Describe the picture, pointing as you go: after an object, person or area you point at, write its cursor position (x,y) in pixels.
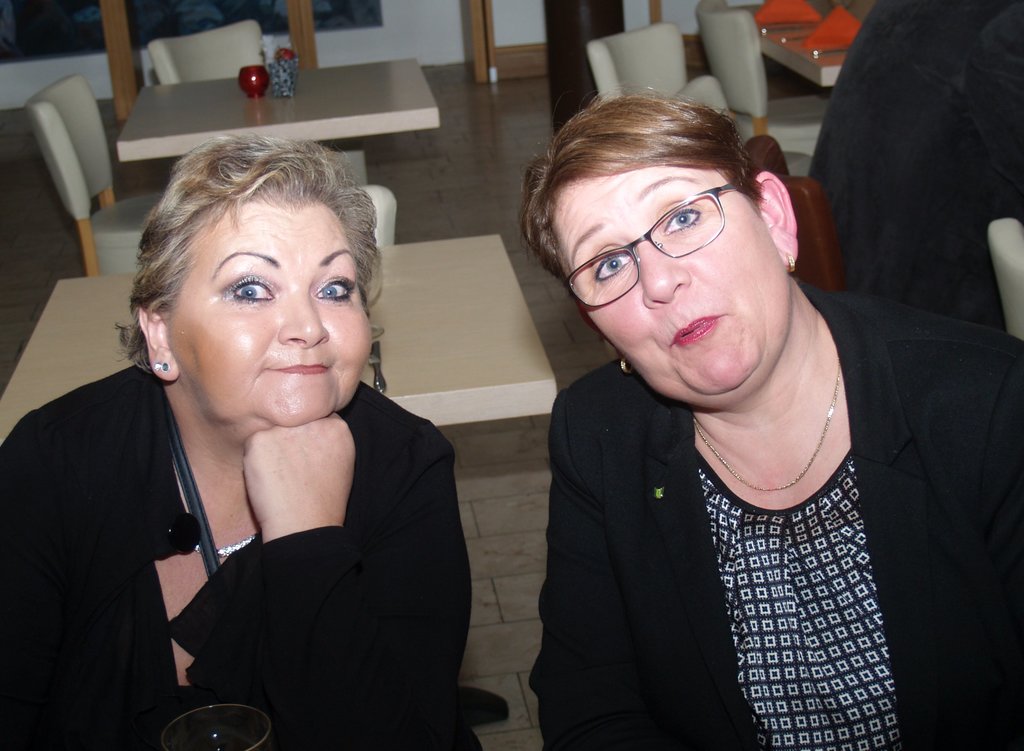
In this image we can see two people (297,438), near that we can see few chairs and tables (223,109), we can see few objects (288,51) on the table (226,96), at the bottom (215,728) we can see an object (213,715), at the top (120,0) we can see wooden objects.
